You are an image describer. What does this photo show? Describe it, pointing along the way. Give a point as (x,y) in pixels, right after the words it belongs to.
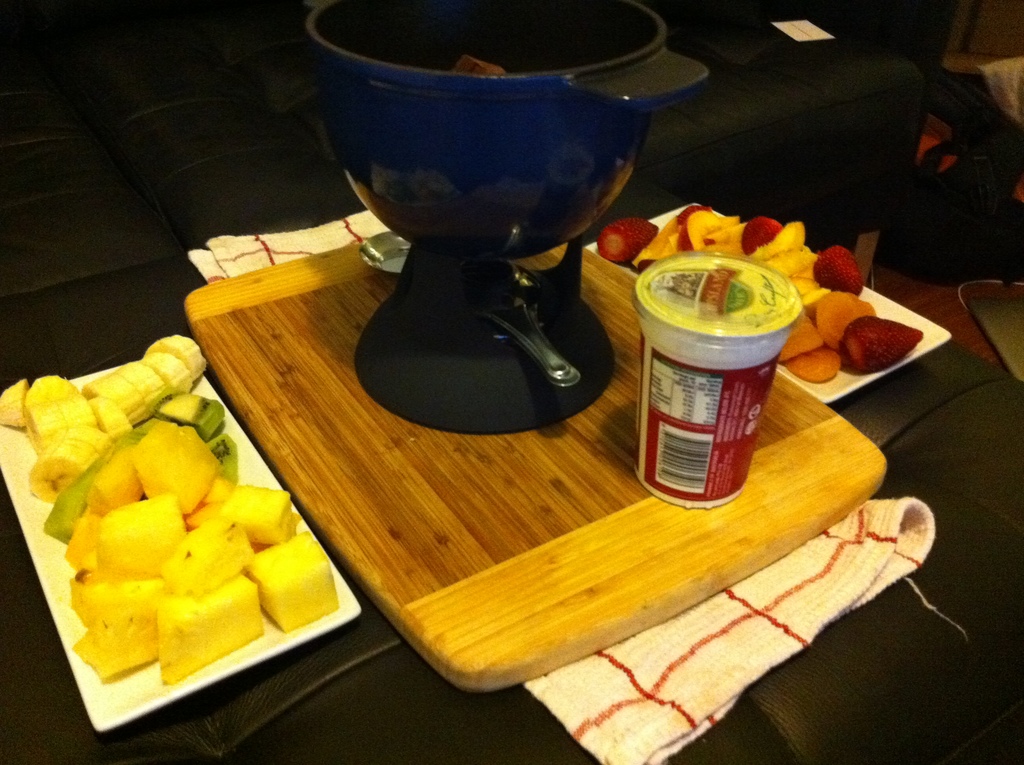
In this image, we can see a wooden board (354,418). On top of that, there is a bowl (398,111) with stand (475,397), spoon (536,356), cup (701,438). Here we can see few chopped fruits (107,587) are on the trays (926,329). here there is a cloth (765,630). These items (591,407) are placed on the black surface (1004,576). Right side of the image (955,309), we can see a floor (941,309).
